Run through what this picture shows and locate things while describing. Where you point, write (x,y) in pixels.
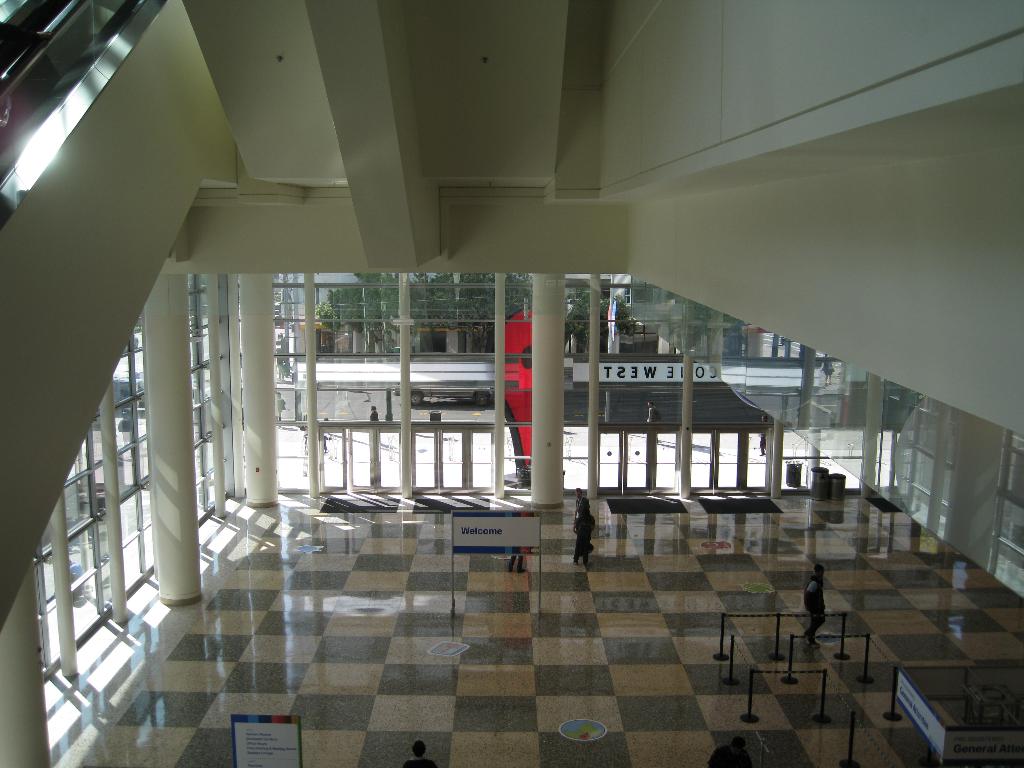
This is the inside picture of the building (528,611). In this image there are people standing on the floor (541,651). There are metal rods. There are pillars (313,469), dustbins (841,498). There are boards (1019,740) with some text (925,724) on it. At the bottom of the image (939,744) there are posters (927,742), mats (680,510) on the floor (618,569). On the left side of the image (76,31) there is an escalator (78,46). On the right side of the image (897,476) there is a glass wall (915,455). In the background of the image (605,402) there are glass windows (453,356) through which we can see trees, buildings (576,350), people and some other objects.
